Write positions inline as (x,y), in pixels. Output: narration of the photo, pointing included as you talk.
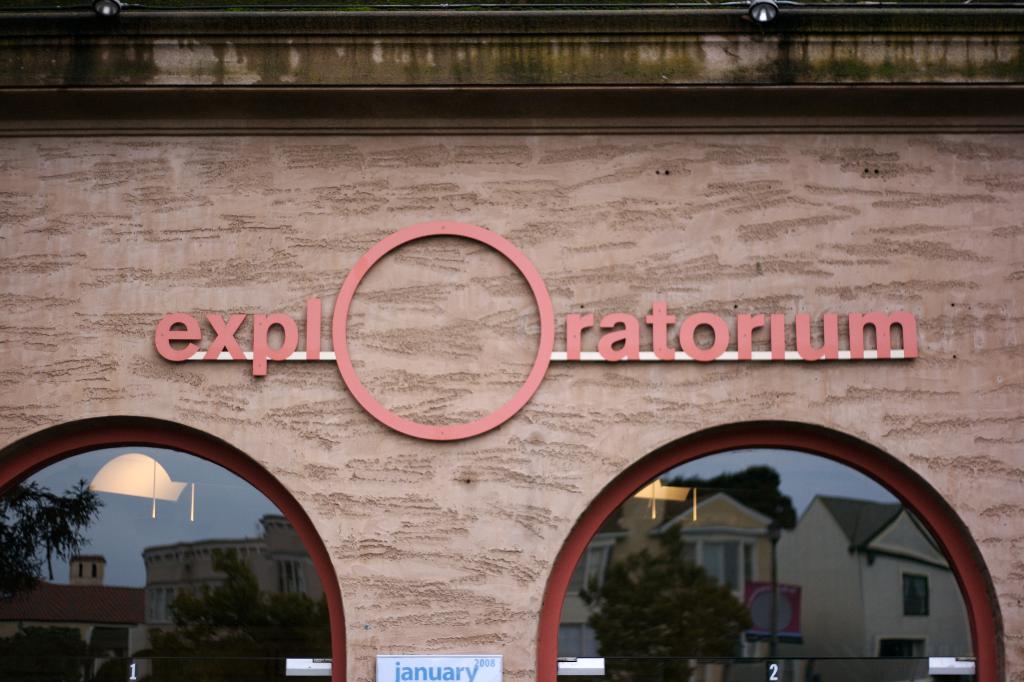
In this image, we can see a board (652,213) and on the board (639,214), there is a name board (562,354), there are glasses (122,556) and through the glass (779,528) we can see buildings (733,567), trees (719,617). At the top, there are lights (757,14).
